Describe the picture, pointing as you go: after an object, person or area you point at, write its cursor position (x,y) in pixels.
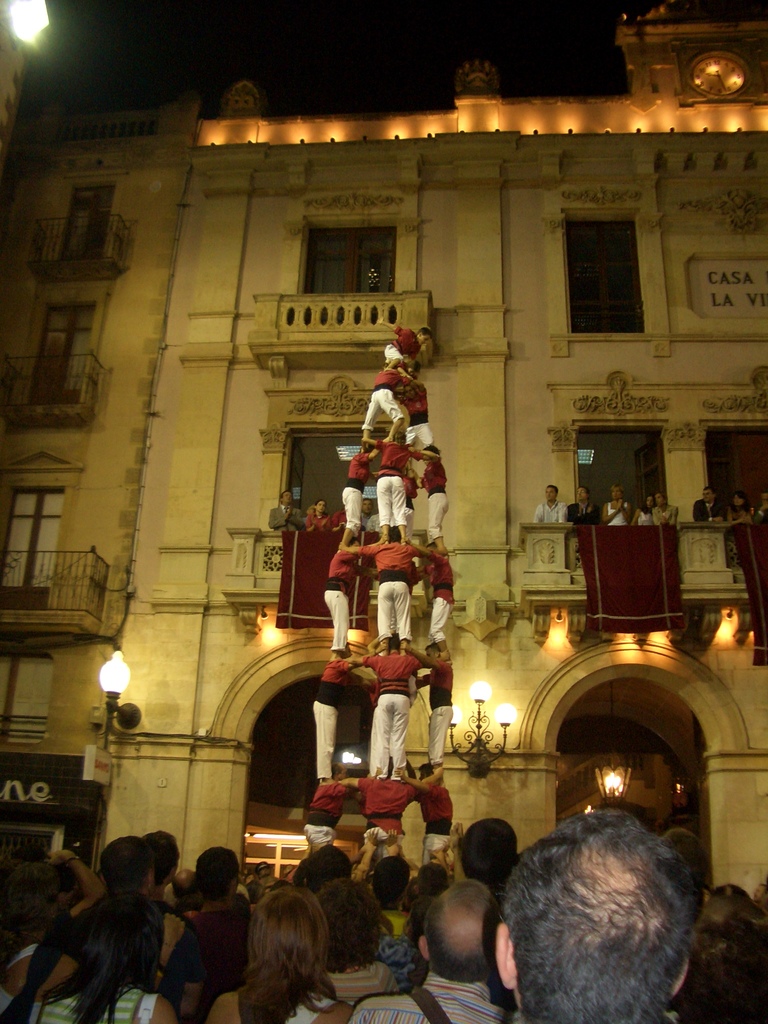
In the picture I can see a building (446,440) which has windows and people (666,522) standing in the balcony (694,584). I can also see a group of people (279,985) are standing on the ground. In the background (496,752) I can see lights (484,761) on the building (296,639) and some other objects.
